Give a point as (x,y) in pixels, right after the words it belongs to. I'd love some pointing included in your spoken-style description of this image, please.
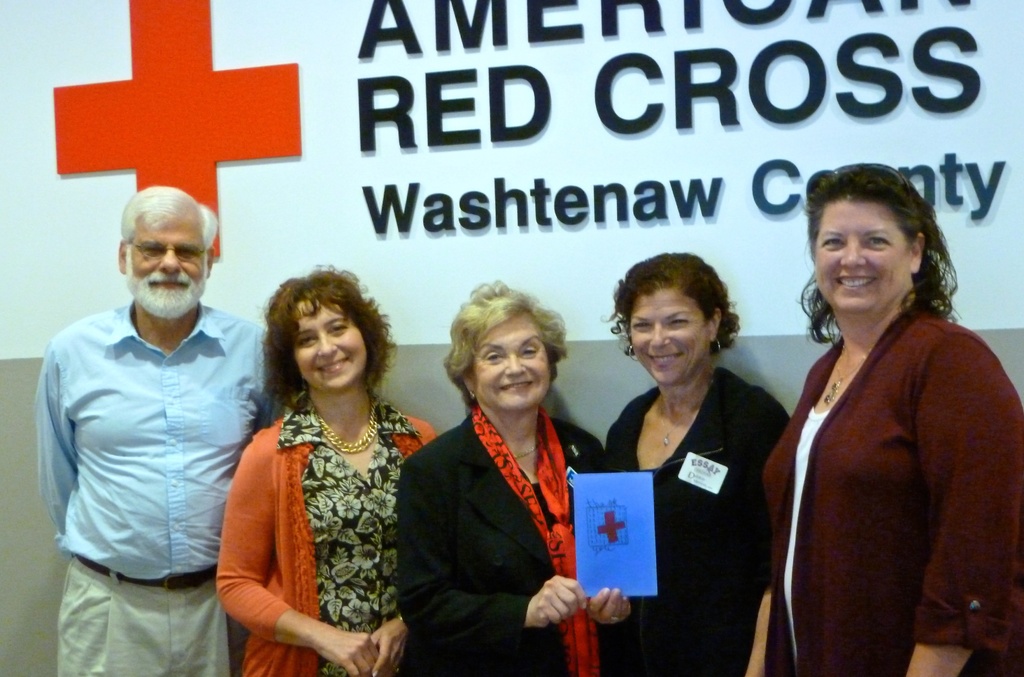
On the right (963,331) there is a woman (855,338) who is wearing maroon t-shirt (880,443), beside her we can see another woman (700,453) who is wearing black dress (703,525). In the center (504,303) there is an old woman (545,380) who is holding a book (605,547). On the left (193,332) there is a man (193,341) who is wearing spectacles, shirt (127,492) and trouser (114,620). Beside him we can see a woman (291,371) who is wearing orange color hoodie (306,515). Everyone is laughing and standing near to the wall (986,308). At the top (600,208) we can see the name (923,50) of the organization.
